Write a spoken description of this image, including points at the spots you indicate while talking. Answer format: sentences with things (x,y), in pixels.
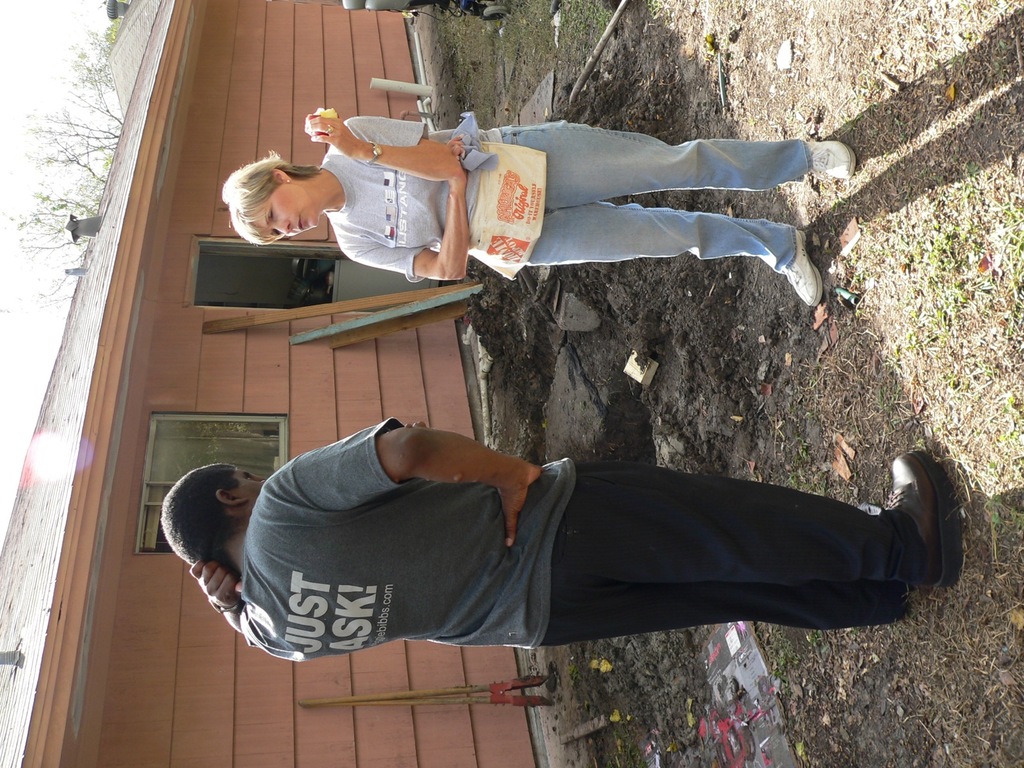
In this image, we can see a few people (506,489). We can see a house (366,375). We can see the ground (513,448) with some objects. We can also see some poles (93,236) and wood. There are a few trees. We can see the sky (49,308).
